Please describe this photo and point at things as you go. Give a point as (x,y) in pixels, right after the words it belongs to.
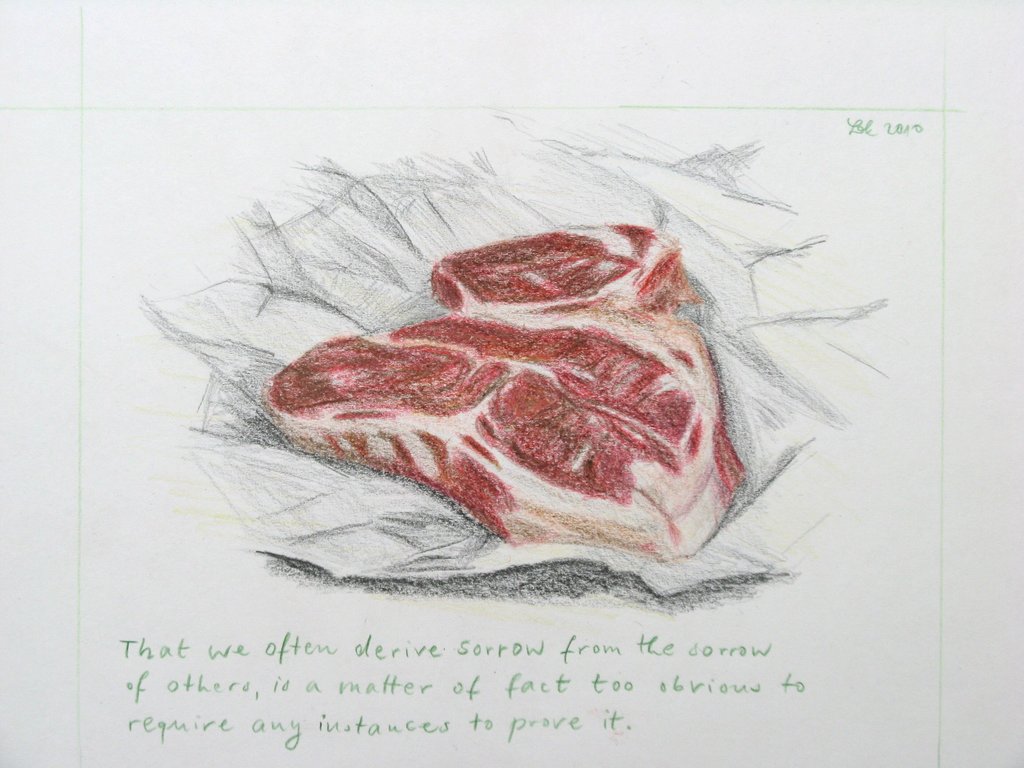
This looks like a drawing. There is something written under that. That looks like a meat (457,452).
